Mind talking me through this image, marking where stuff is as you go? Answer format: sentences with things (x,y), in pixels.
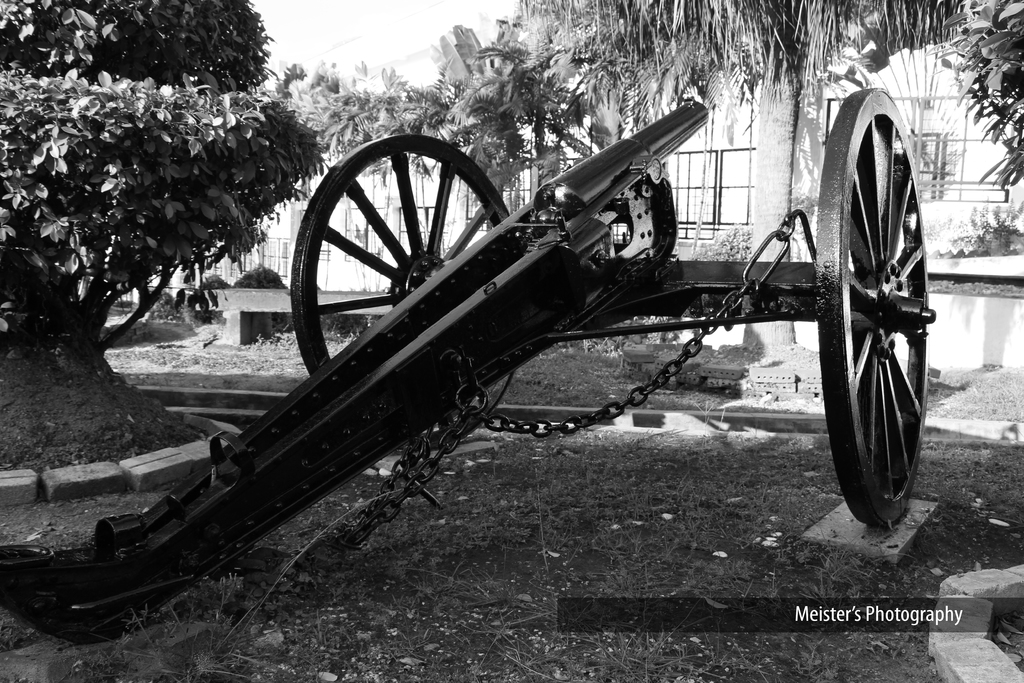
This is black and white picture, in this picture we can see cannon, grass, trees (75,258), plants (198,254) and bench (231,292). In the bottom right side of the image (896,598) we can see watermark (819,615).
